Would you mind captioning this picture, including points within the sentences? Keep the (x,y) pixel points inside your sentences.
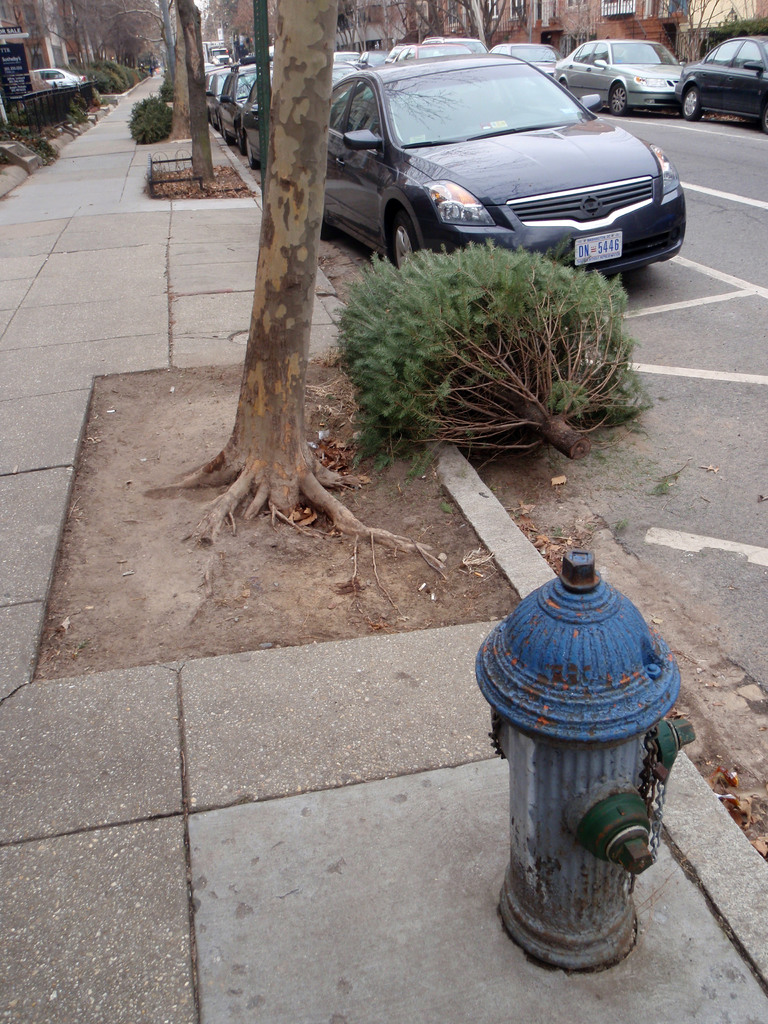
In the foreground of the image (481,788) there is a fire hydrant (583,872) on the pavement (343,841). There are trees (288,4). To the right side of the image (599,133) there are cars (492,161) on the road (690,343). To the left side of the image (30,13) there are buildings (69,22).
